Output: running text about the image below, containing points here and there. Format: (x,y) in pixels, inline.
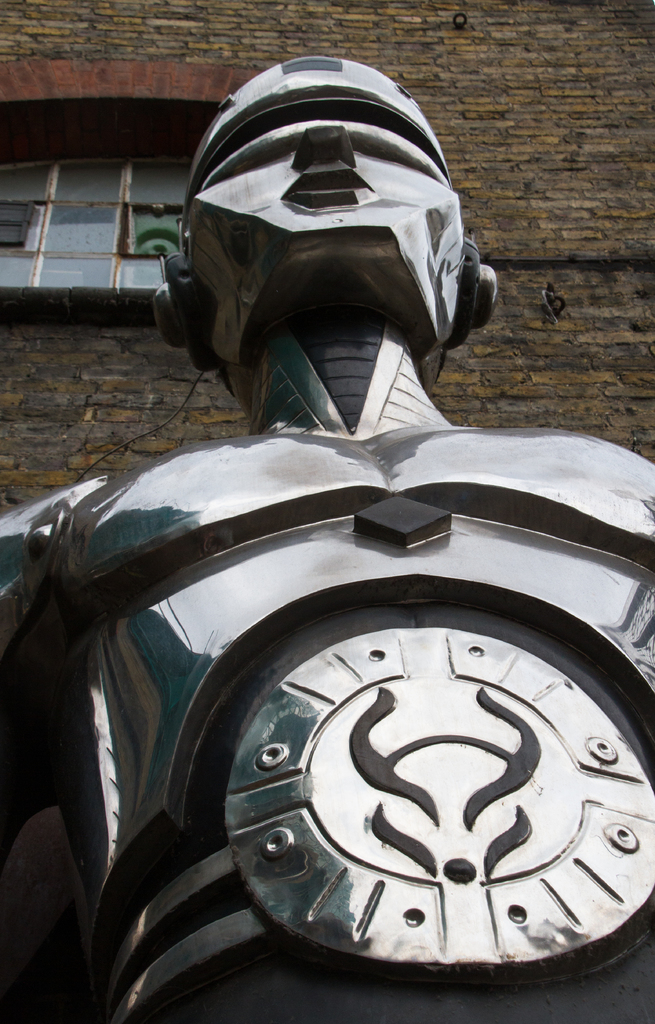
In the image there is a metal statue (328,566) in the front (409,725) and behind it there is a building (106,161).
